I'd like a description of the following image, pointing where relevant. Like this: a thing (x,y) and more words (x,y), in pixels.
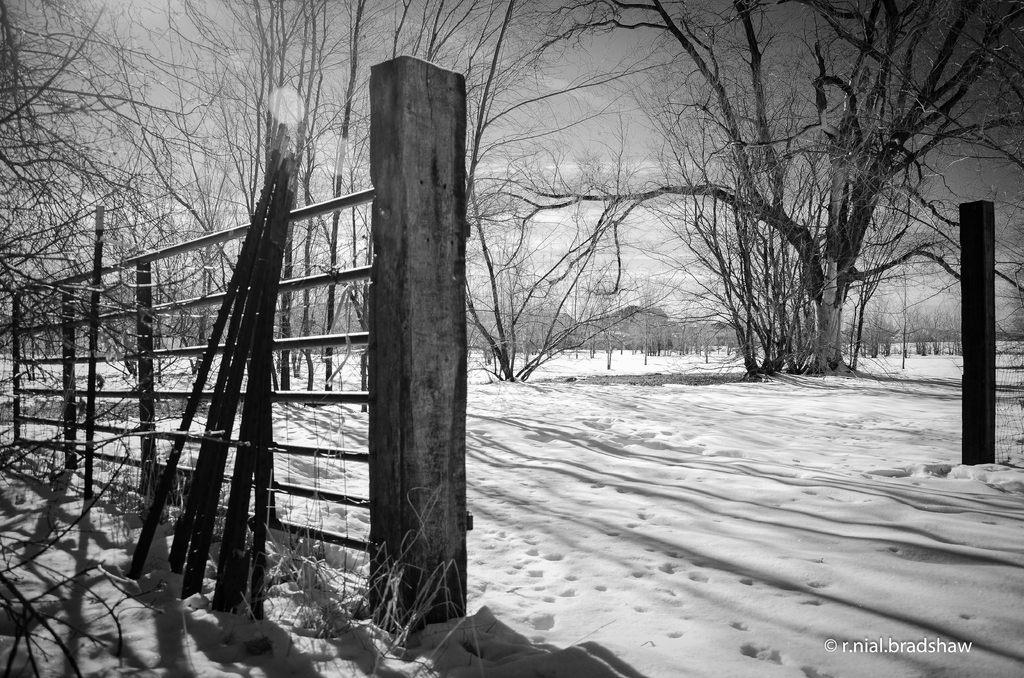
In this image we can see many trees (668,334). We can see the snow (737,576) in the image. We can see the sky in the image. There is a fence (188,391) at the left side of the image (176,396).
